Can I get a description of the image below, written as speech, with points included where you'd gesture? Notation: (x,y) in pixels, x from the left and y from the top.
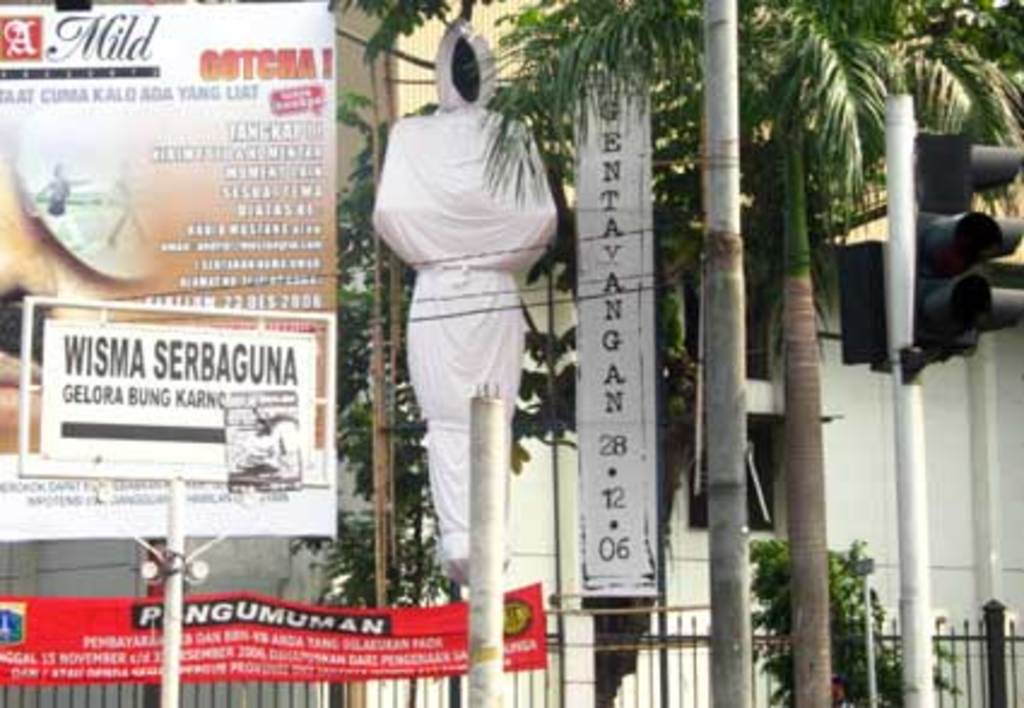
This picture is clicked outside the city. On the left side (239,319), we see a board (127,277) with some text (236,375) written on it. Beside that, we see a pole (477,548). Behind that, we see a red banner (368,628) with some text (408,643) written on it. In the middle of the picture (442,359), we see a statue (448,107) which is covered with a white color cloth (479,330). Beside that, we see a white banner (594,381) with text (620,329) written on it. Beside that, we see a pole (728,435). On the right side (920,275), there are traffic signals (939,266). There are trees (767,122) and buildings (539,683) in the background (409,478). At the bottom of the picture (640,671), we see iron railing (970,680) and plants (847,664).
